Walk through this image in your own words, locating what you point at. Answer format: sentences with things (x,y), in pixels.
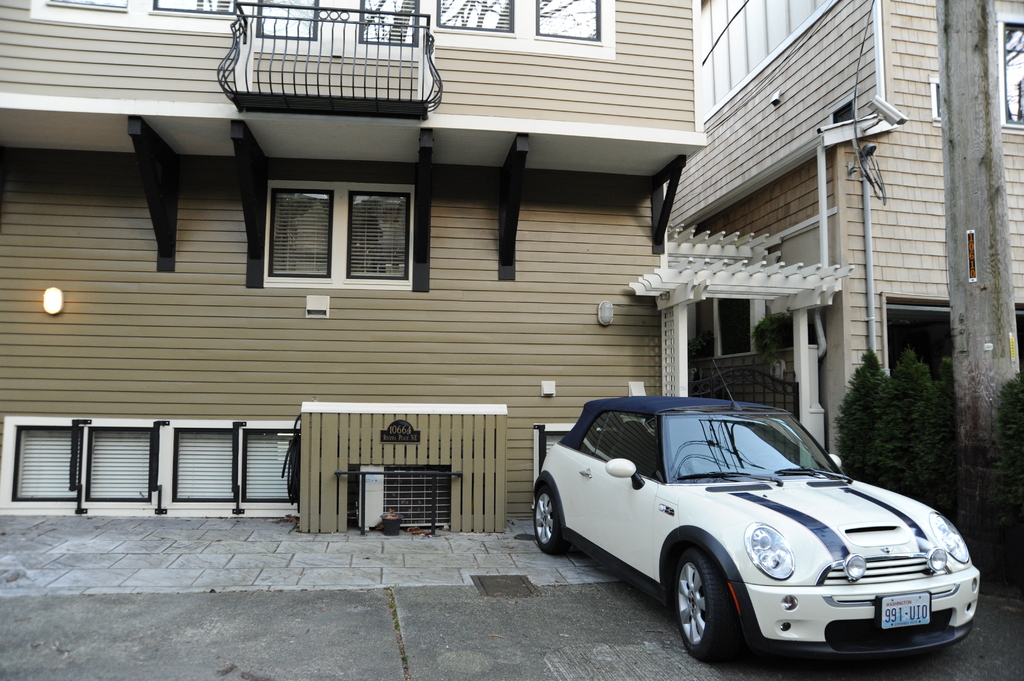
In this image in the front (696,522) there is a car (696,522) which is white and black in colour with some numbers (902,618) written on it. In the background (418,365) there is a building (647,322) and on the right side (952,261) there is a pole (958,170), there are plants (943,415) and on the wall (924,159) of the building (574,303) there are lights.
